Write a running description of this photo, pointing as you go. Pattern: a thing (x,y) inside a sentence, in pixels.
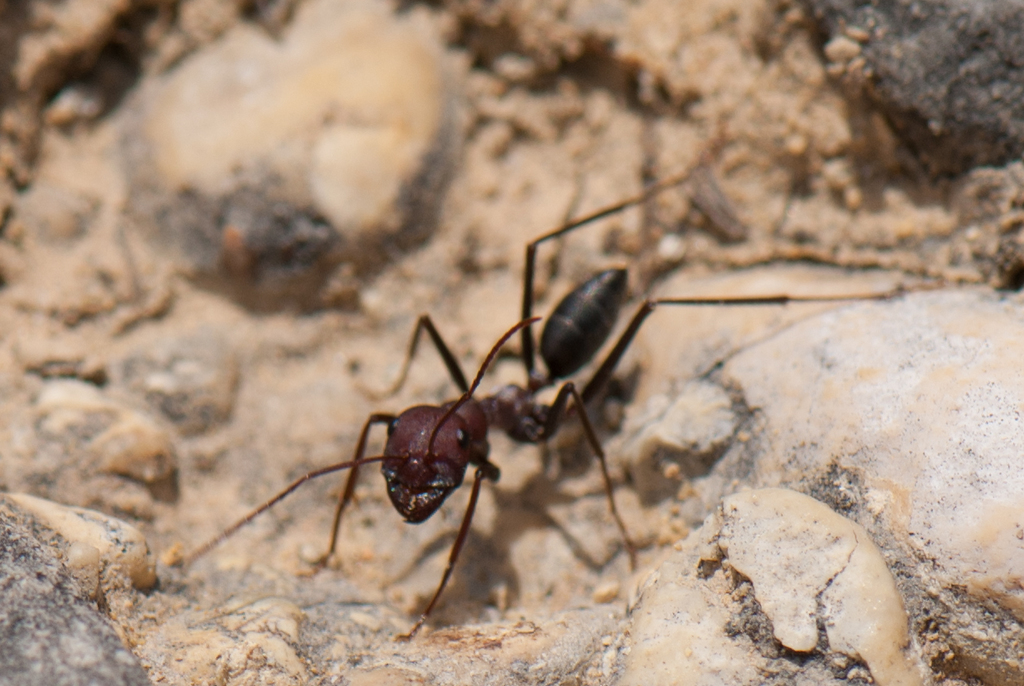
In this image I can see an ant (466,449) which is brown and black in color on the brown colored rocky surface (310,492).
